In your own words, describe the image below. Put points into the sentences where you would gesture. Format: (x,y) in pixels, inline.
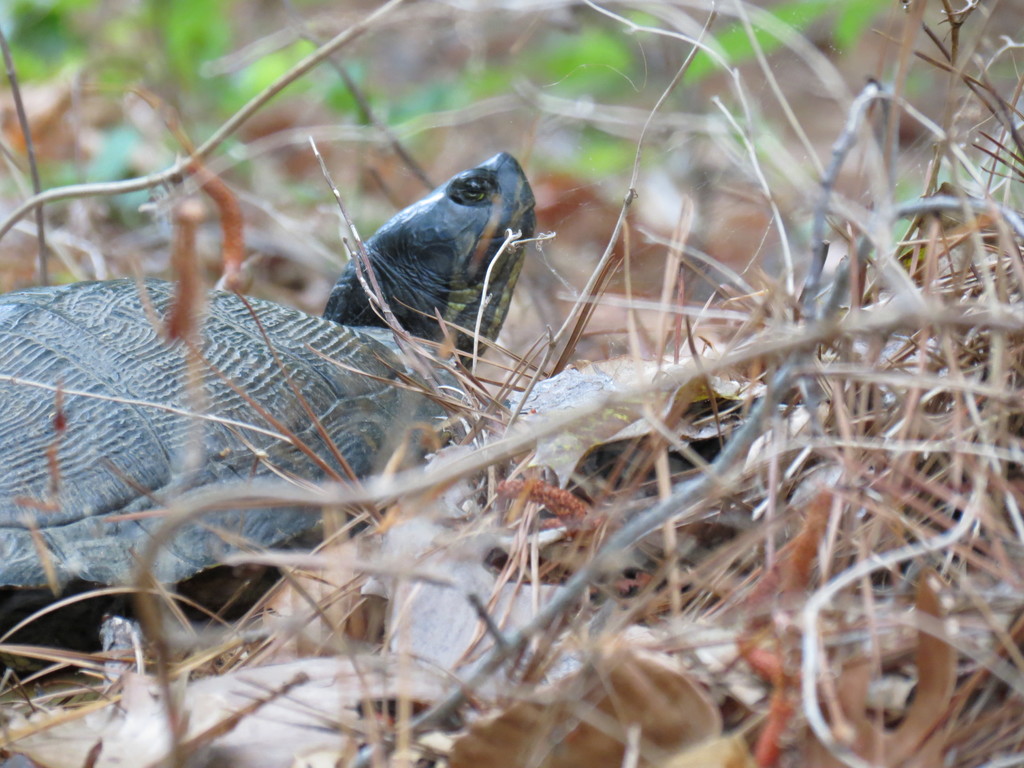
In this image we can see a tortoise (171,353). In the foreground (434,456) we can see the grass (822,535) and the twigs (581,573). At the top (335,85) the image is blurred.
